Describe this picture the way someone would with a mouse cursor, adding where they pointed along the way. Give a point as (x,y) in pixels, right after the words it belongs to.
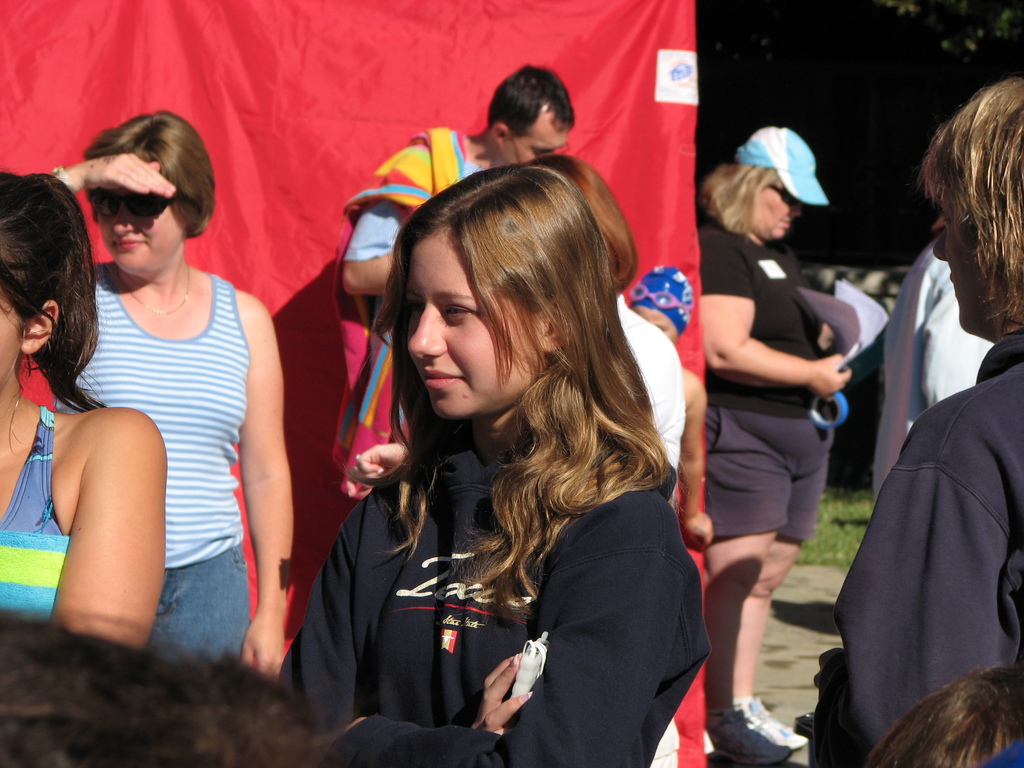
In this picture, we see people (562,411) are standing. The girl (534,260) in front of the picture is smiling. On the left side (294,114), we see a sheet (327,134) in red color. We see a man (468,174) is holding a colorful towel (418,142). Beside him, we see the woman (773,295) is standing and she is holding the papers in her hands (829,365). In the background (885,127), it is black in color. It is a sunny day.
